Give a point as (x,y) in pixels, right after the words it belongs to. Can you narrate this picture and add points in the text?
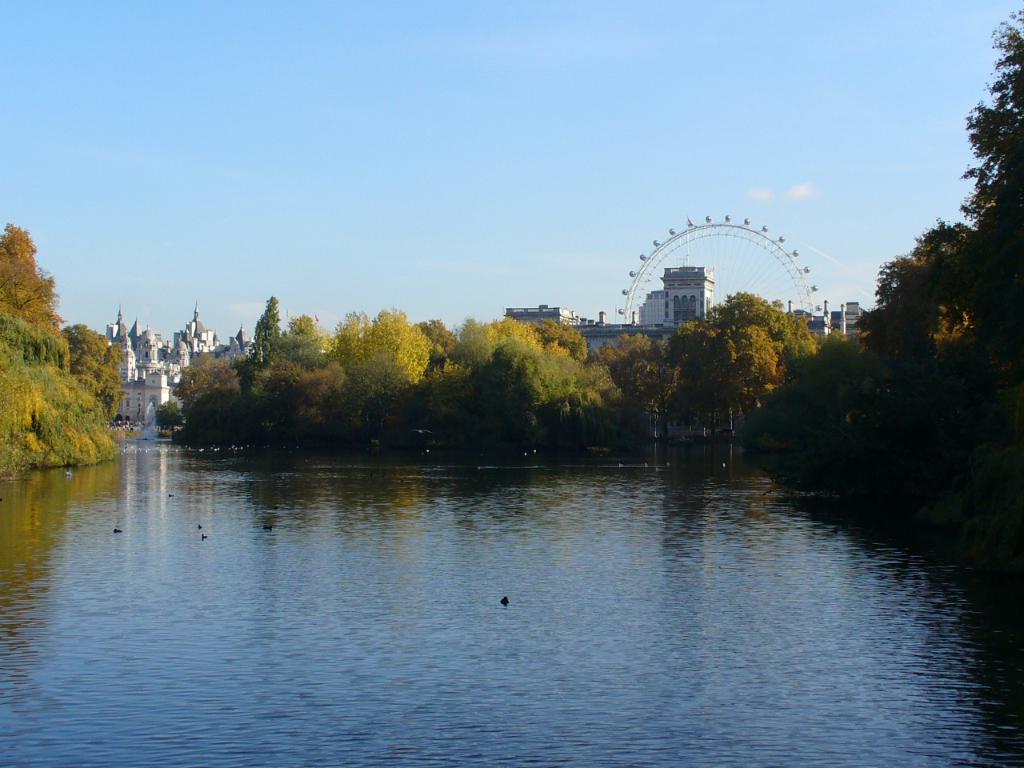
In this picture there buildings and trees (801,378) and there is a giant wheel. At the top (508,137) there is sky (563,103). At the bottom (546,677) there are birds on the water (469,630).
